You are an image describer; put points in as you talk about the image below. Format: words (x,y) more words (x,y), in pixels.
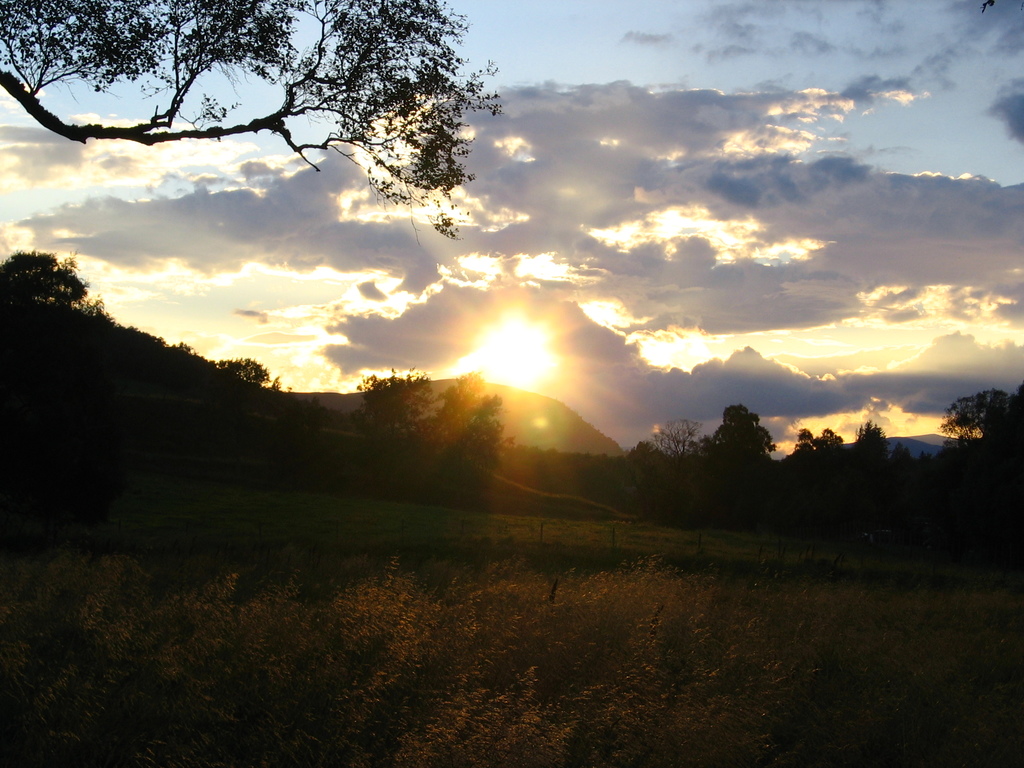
In this image we can see some plants (386,610), trees (469,421), mountains (564,445) and grass (462,515), in the background (551,297), we can see the sun (511,359) and the sky (699,284) with clouds (684,261).
